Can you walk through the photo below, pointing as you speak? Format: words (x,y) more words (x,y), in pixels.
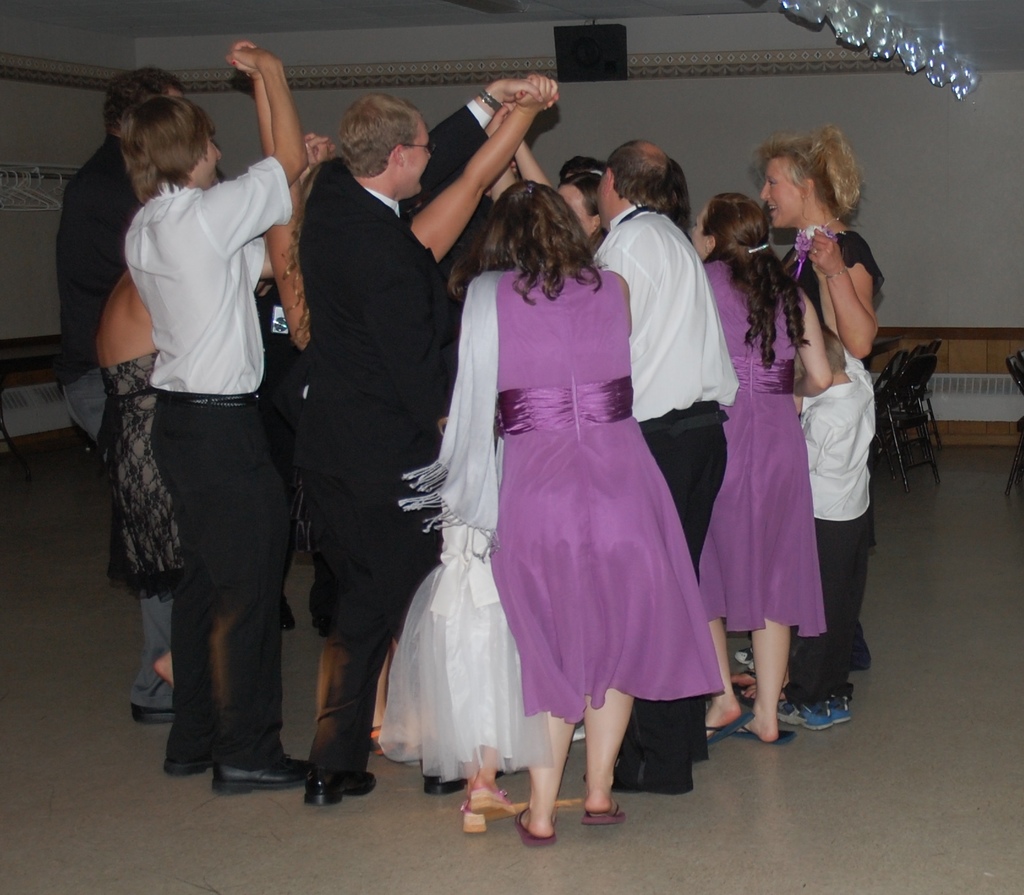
In the center of the image (413,463) there is a person (309,478) wearing black color suit (427,177) and besides him there is a lady (497,455) wearing a purple color dress (572,715) and there are many people (207,753) in center (606,319) dancing. At the background of the image (537,145) there is wall (625,139). At the right side (904,363) corner of the image there are chairs (915,353).
